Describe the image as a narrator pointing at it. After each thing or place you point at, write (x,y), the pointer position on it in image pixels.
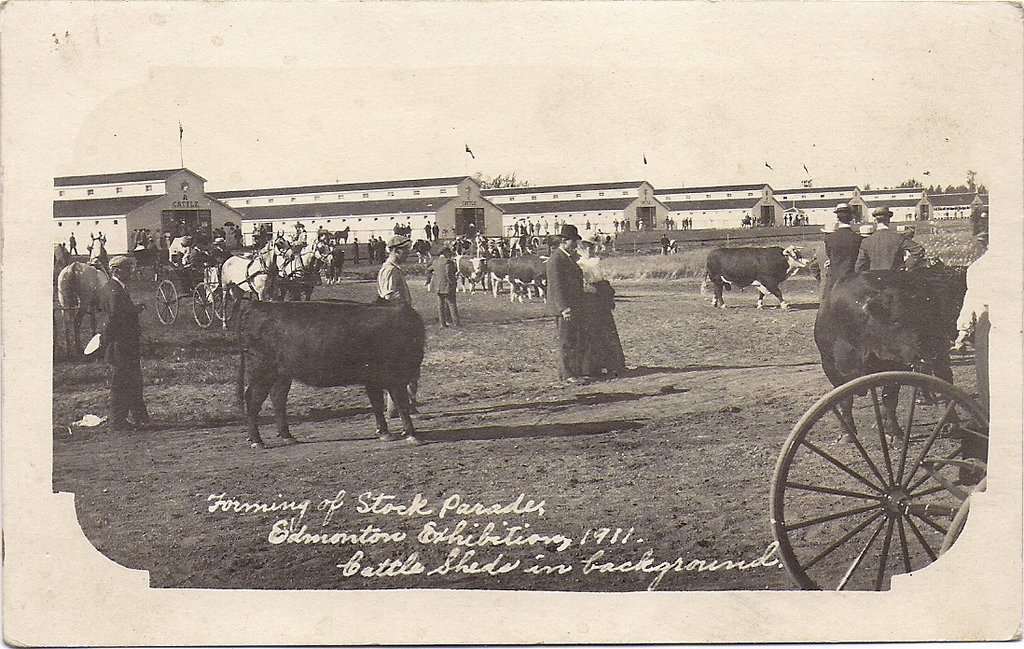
This image is a black and white image. In the center of the image (377,422) there is a black color cow (254,403). There are many people (586,382) in the image. At the background of the image (80,248) there are many sheds (61,229). At the bottom of the image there is some text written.
